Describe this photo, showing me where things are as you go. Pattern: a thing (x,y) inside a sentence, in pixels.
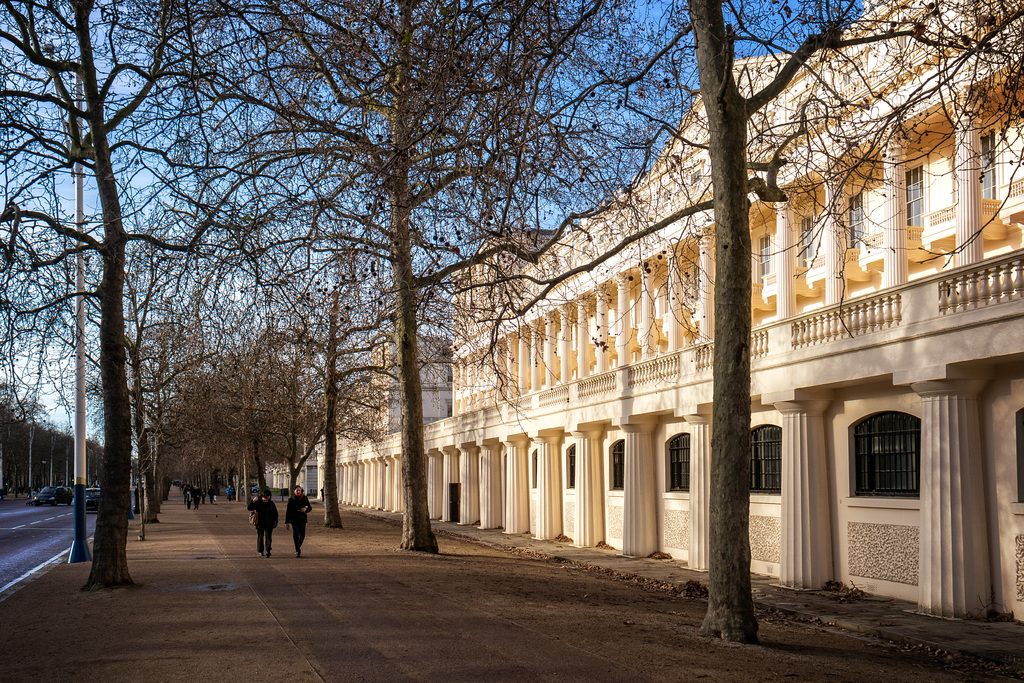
In this image, we can see a white building (778,453) with walls (619,542), pillars (574,542) and glass windows (914,204). At the bottom (194,496), we can see a group of people (300,527). Few are walking on the walkway (429,648). There are so many trees (94,484), poles (81,488), vehicles (35,498) on the road (41,567). Background there is a sky (144,282).
